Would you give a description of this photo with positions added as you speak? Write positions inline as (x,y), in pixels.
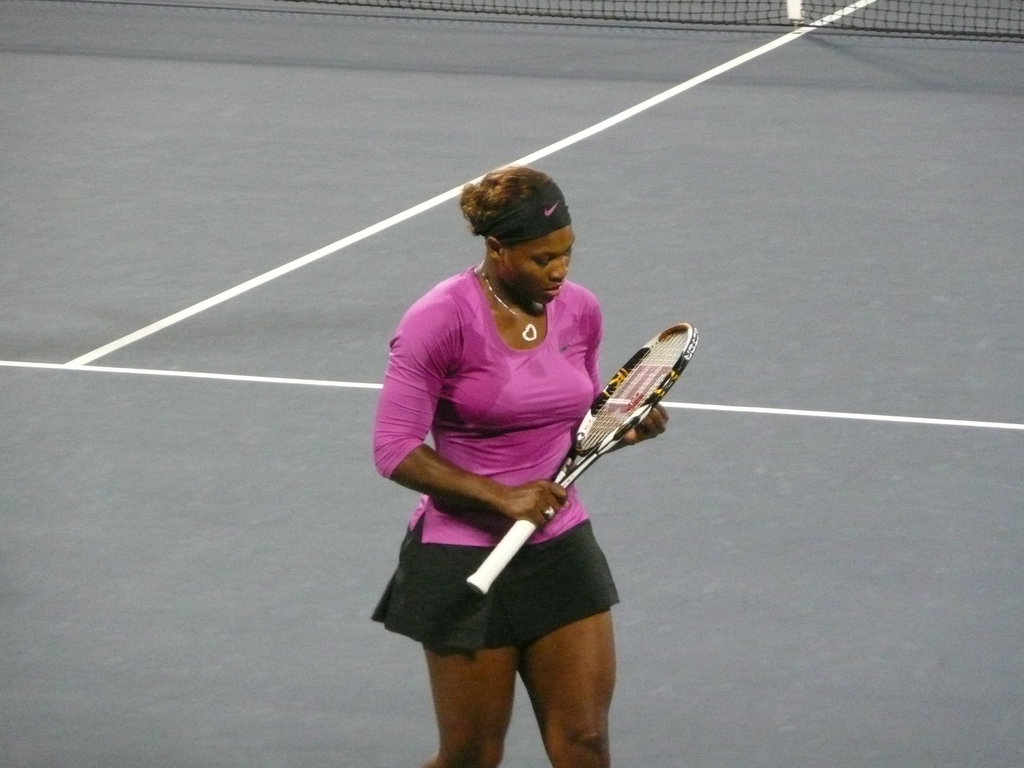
In this image woman (509,372) is standing on the center (553,512) holding a tennis racket (590,438) in her hand (543,504). In the background (520,137) there is a court (505,88) and a net (891,15) is visible.
